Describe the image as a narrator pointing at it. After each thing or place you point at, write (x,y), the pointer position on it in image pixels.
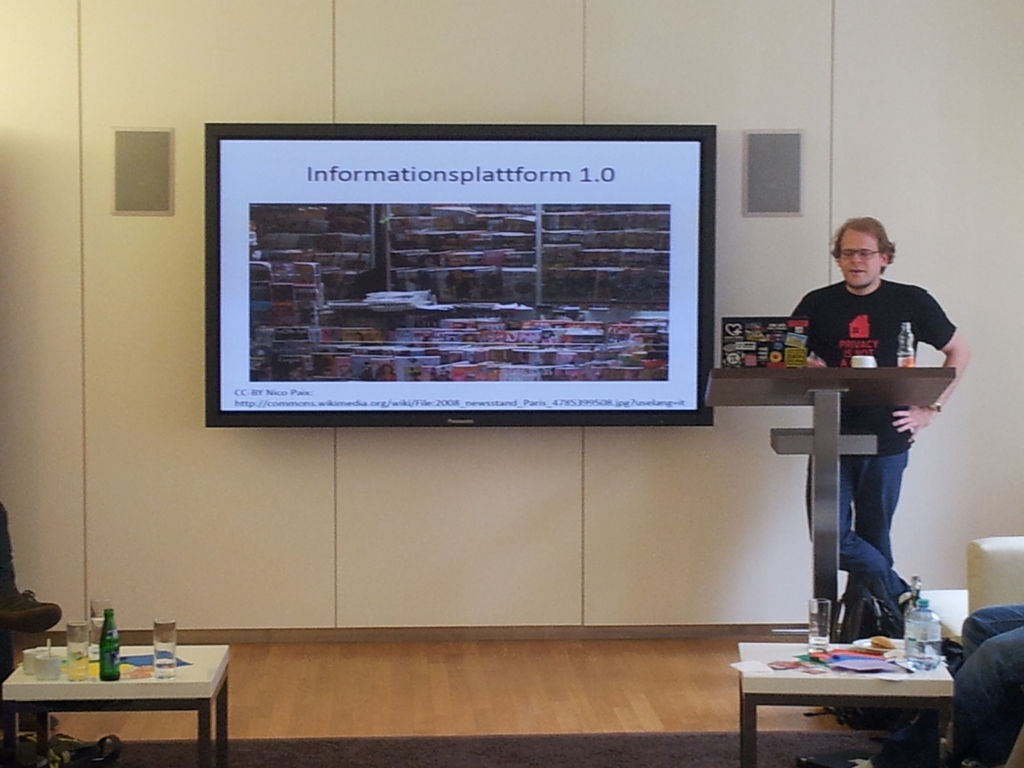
This picture is clicked inside the room (771,741). On the right corner of the picture (729,388), we see a man (885,311) in black t-shirt (895,319) is standing near the podium (813,428). In front of him, we see a table (784,687) on which water bottle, glass (824,627), plate (864,645) and paper (762,665) is placed on it. In the middle of the picture (651,407), we see a television (477,269). Behind that, we see a wall (585,102) which is white in color and on the left bottom of this picture (213,656), we see a table (141,682) on which cool drink bottle (104,659), glass (157,653), cup (57,660) is placed on it.
